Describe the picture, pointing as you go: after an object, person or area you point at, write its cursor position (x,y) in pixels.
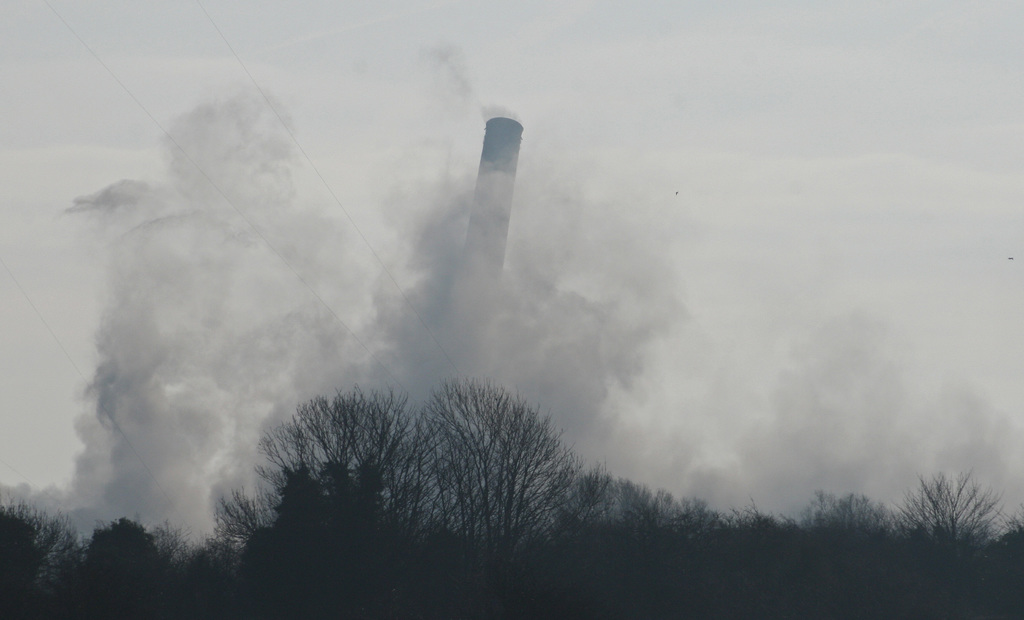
In this image, we can see some trees (539,497). There is a smoke tower (501,125) in the middle of the image (501,226). In the background (843,131), we can see the sky (506,67).
